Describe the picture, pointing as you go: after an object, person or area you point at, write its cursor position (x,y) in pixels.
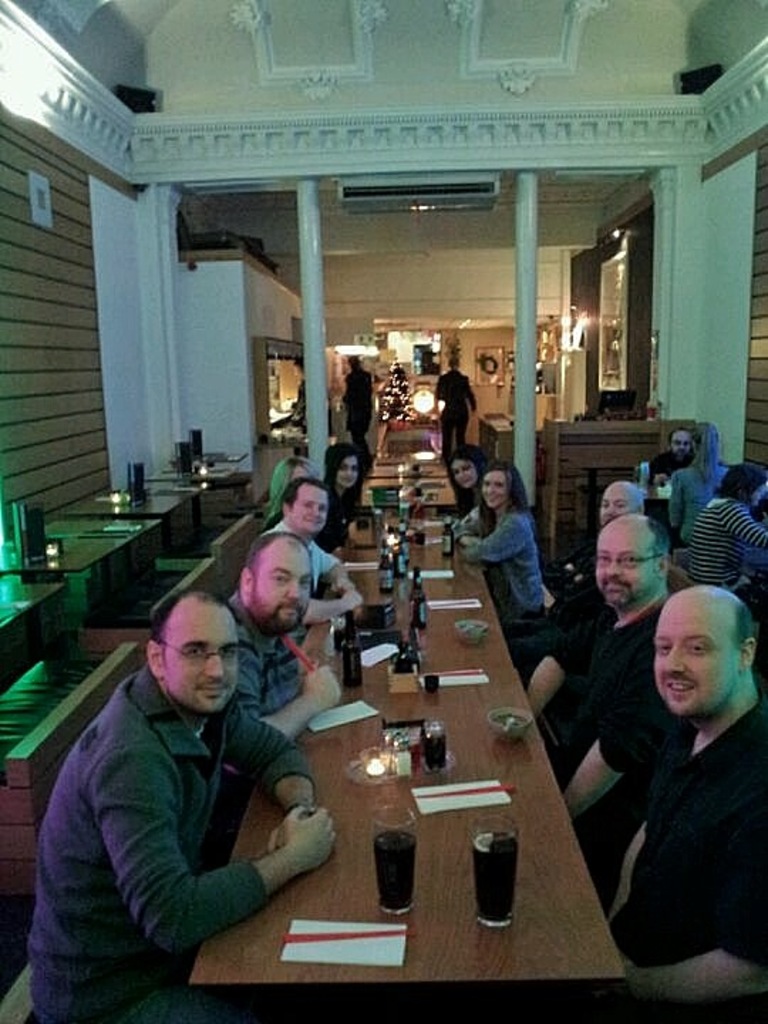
In this picture there are a group of five people (282,611) sitting on to the left (155,777) and there are group of people (568,614) sitting on the right (638,568) they have a table (493,958) in front of them with some glasses (492,920), envelope (310,932), sprinklers (411,755), beer bottles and in the background (66,446) the people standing and there is a wooden wall (67,310), there are two pillars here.
